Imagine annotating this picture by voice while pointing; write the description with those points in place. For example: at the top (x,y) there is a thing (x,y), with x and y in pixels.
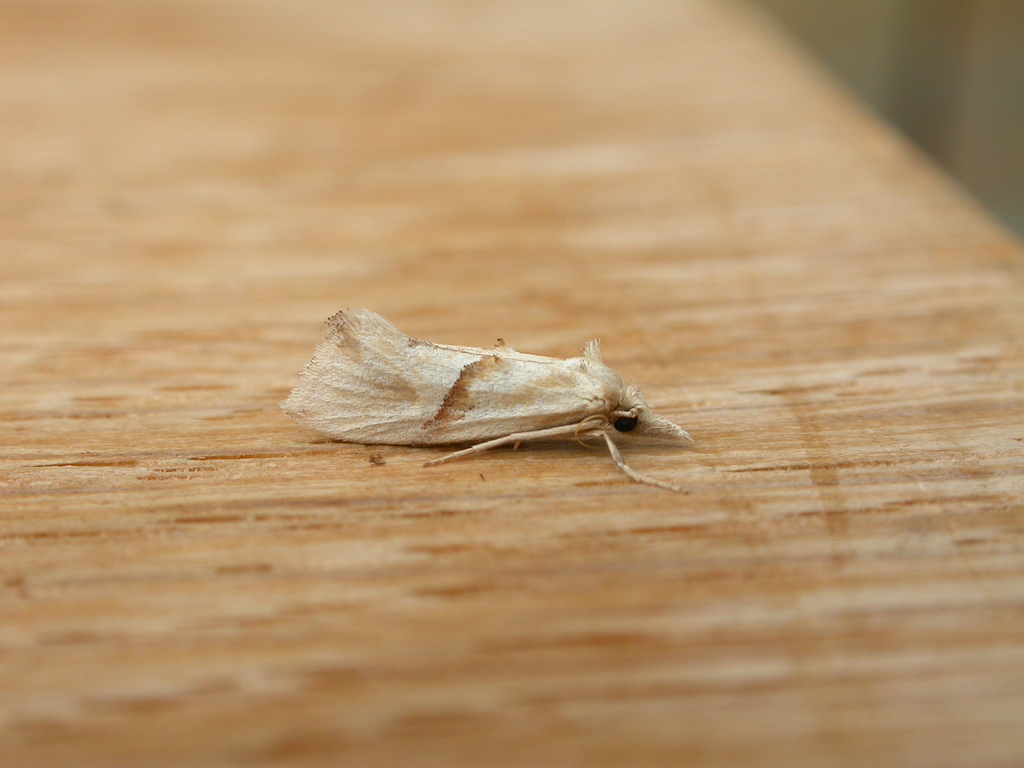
In the center of the image (429,396) we can see a moth (513,408) on the wood (697,615).
